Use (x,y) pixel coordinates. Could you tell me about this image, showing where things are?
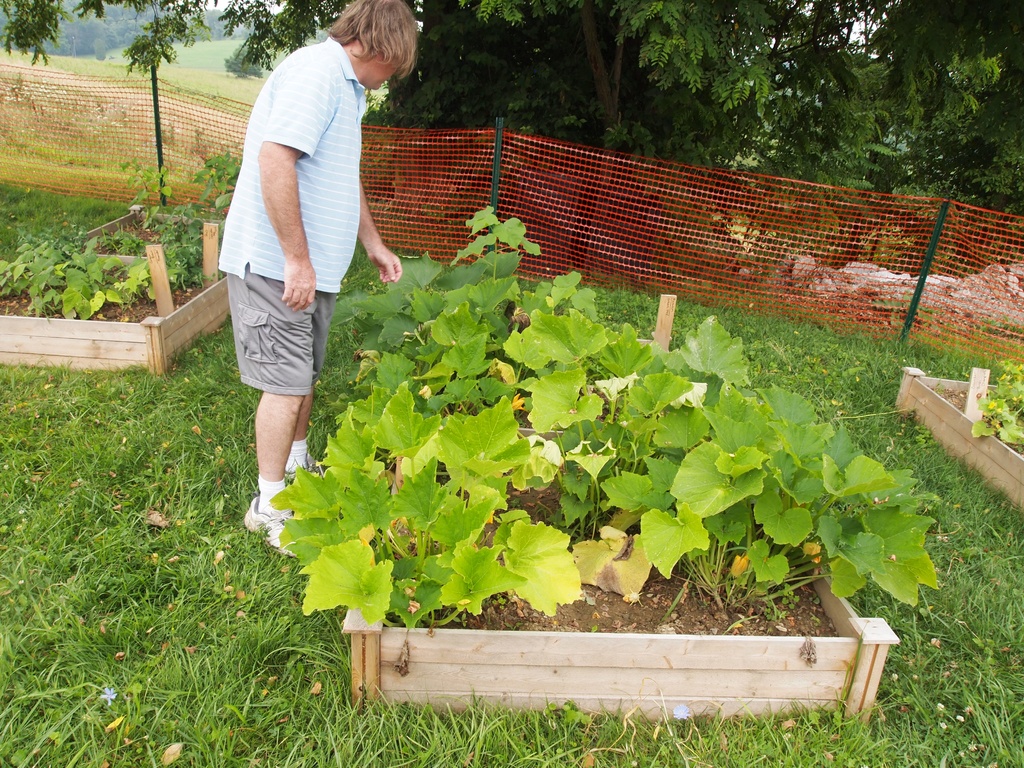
Inside a garden (327,408), a man (288,245) is checking the cultivated plants (602,486) that are kept inside a wooden box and there is a red color net fencing (589,194) around the garden (630,468). Behind that there are some trees (720,105).
